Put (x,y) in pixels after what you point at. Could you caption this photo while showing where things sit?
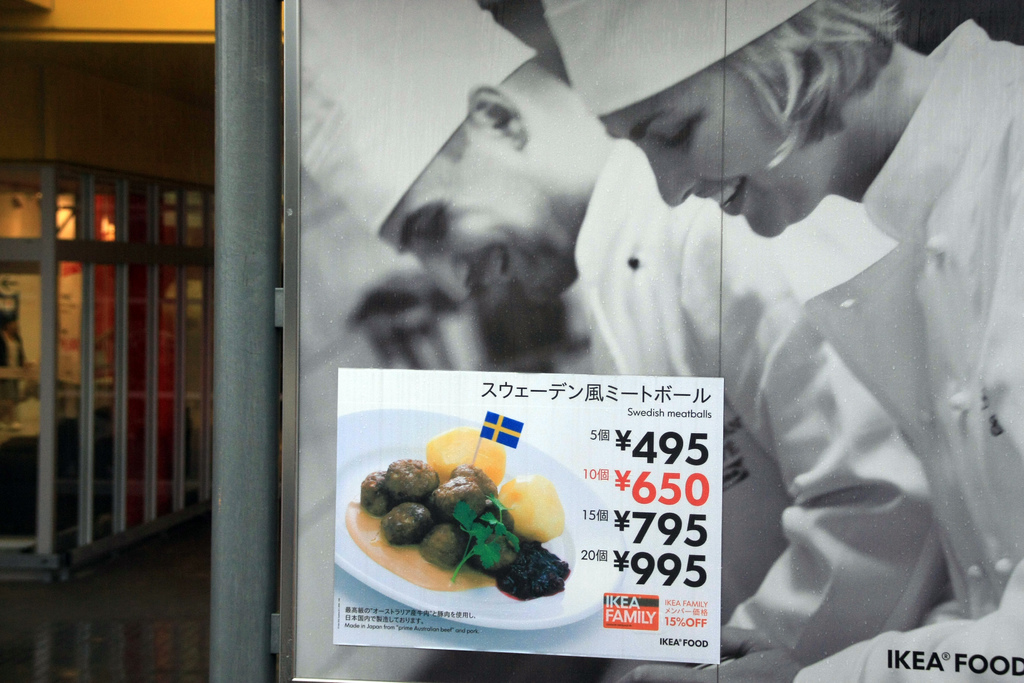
There is a banner (838,383) at the right (871,463) which has 2 people (654,256) and food items (517,580) on it.
